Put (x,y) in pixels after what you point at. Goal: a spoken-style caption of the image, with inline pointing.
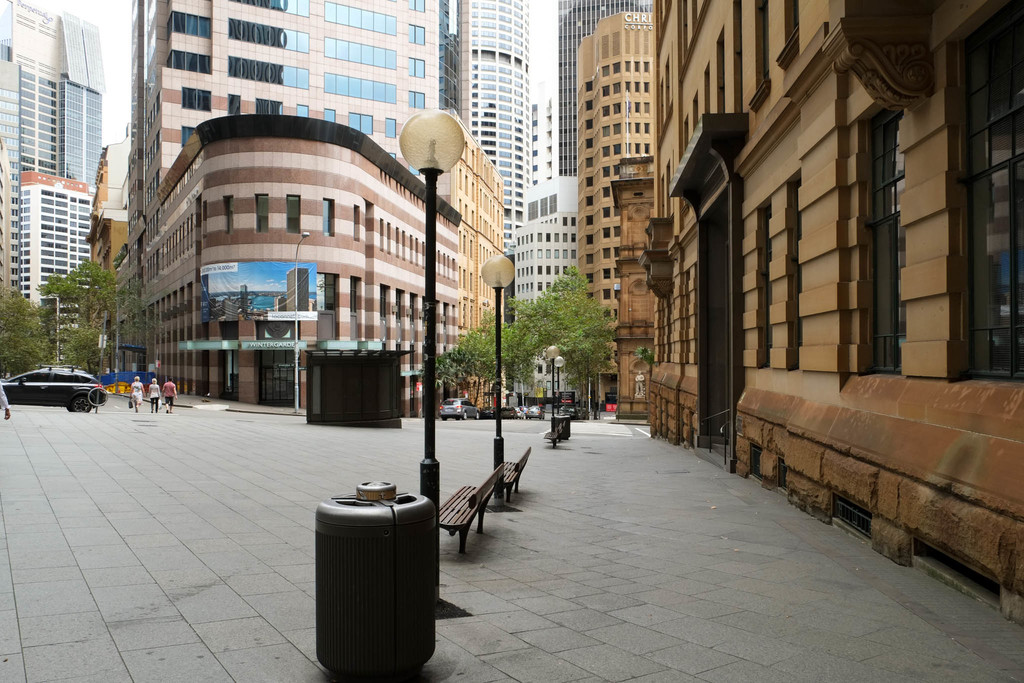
In this picture we can see benches (494,488), light poles (434,452), vehicles (481,411) and some objects (325,402) and some people (167,397) on the ground (377,460) and in the background (29,93) we can see a banner (208,299), trees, buildings (248,138) with windows (274,105).
